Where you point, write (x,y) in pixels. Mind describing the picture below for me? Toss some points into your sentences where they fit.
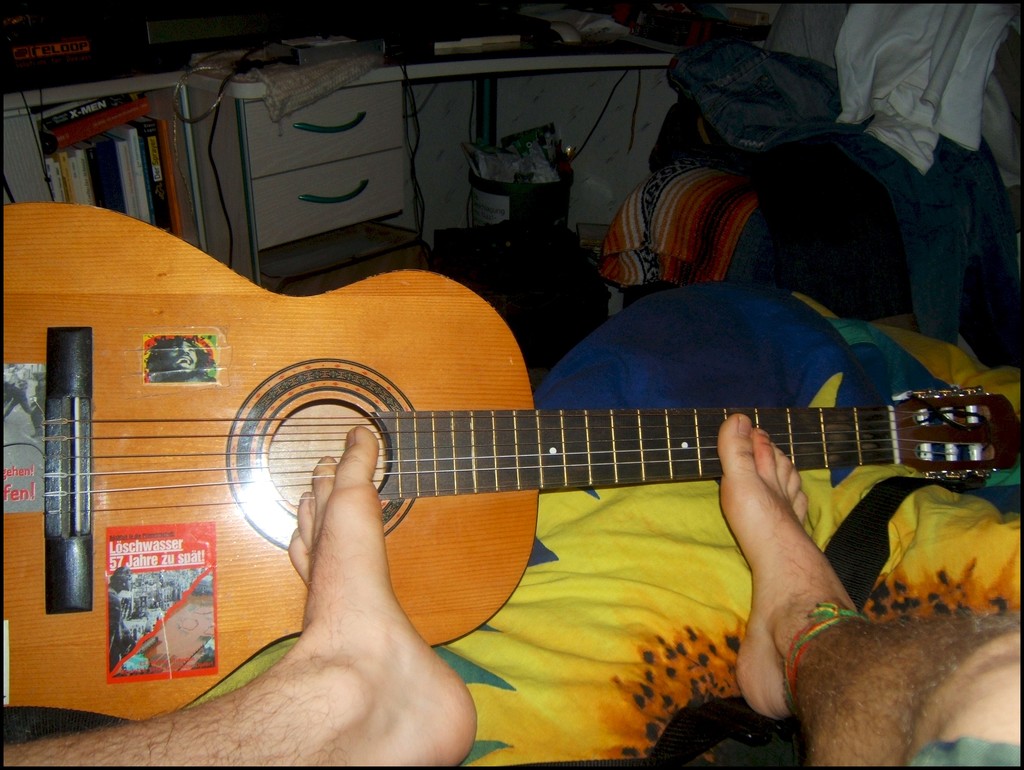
This is the picture taken in a room (836,291), the man (789,694) is sitting on a bed (677,683) and playing a guitar (257,448) with his leg (345,587). Background of the guitar (334,367) there are books (166,178), drawer (326,158) and a monitor (210,15).
